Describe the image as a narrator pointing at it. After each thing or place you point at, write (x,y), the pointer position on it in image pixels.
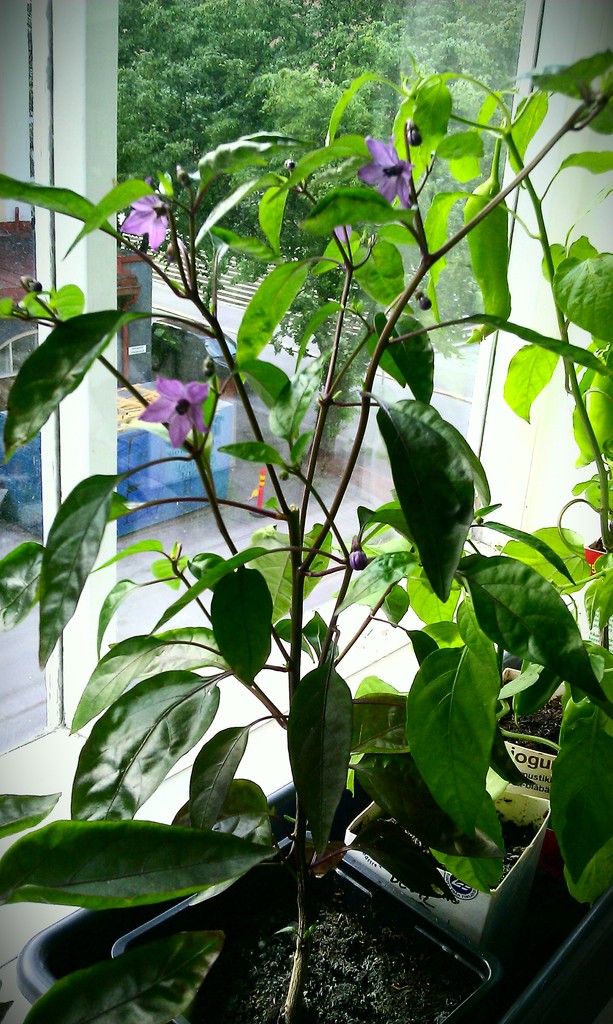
In this image I can see the purple color flowers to the plants (308,705). To the side I can see the glass window (332,473). Through the window (226,518) I can see the building (8,271) and many trees (205,121).
